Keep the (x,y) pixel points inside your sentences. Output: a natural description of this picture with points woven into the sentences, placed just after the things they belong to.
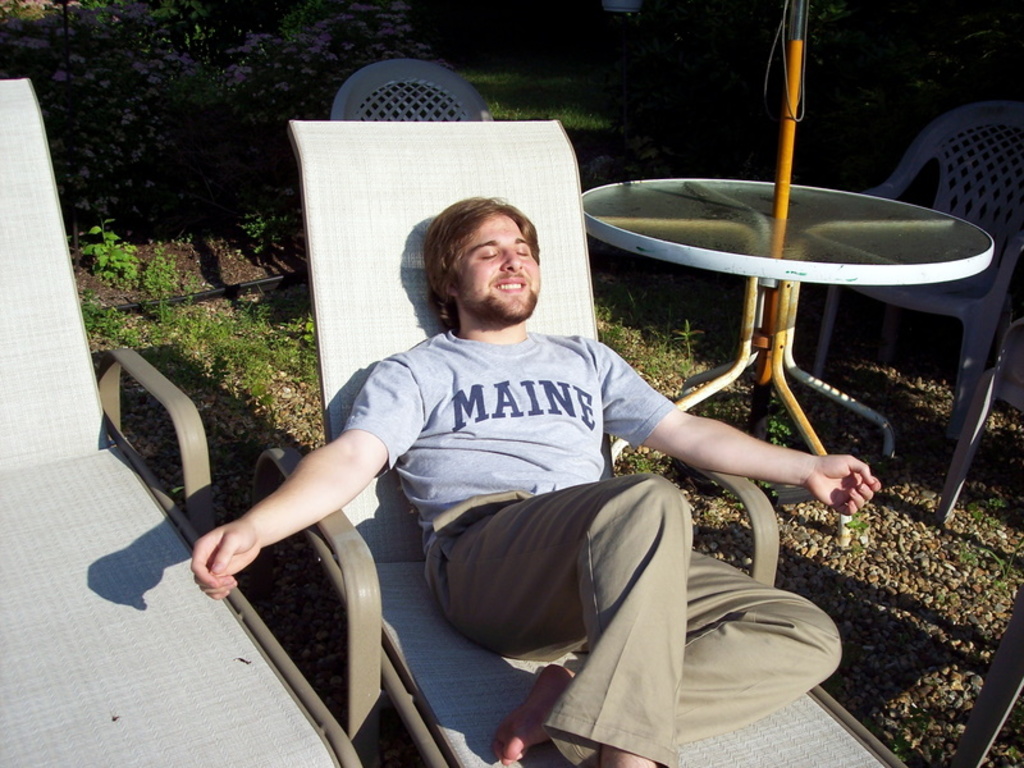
In this image I see a man (447,313) who is lying on the chair (330,152) and he is smiling, I can also see 3 chairs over here and a table (586,211). In the background (145,34) I see flowers (67,106) and the grass (619,315) and stones (964,725) over here.
